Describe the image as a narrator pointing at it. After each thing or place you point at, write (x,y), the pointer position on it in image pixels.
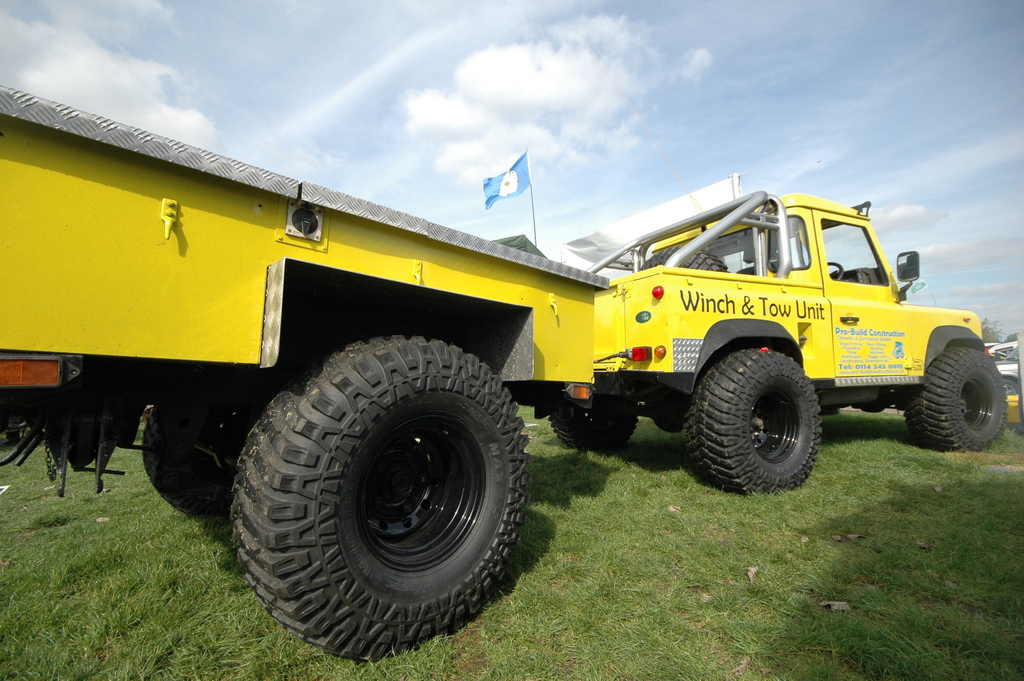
As we can see in the image, there is yellow color truck (247,308), black color wheel (355,463) on grass (661,575). There is a blue color flag (505,186). On the top (764,89) there is sky (774,85) and clouds (549,89).
